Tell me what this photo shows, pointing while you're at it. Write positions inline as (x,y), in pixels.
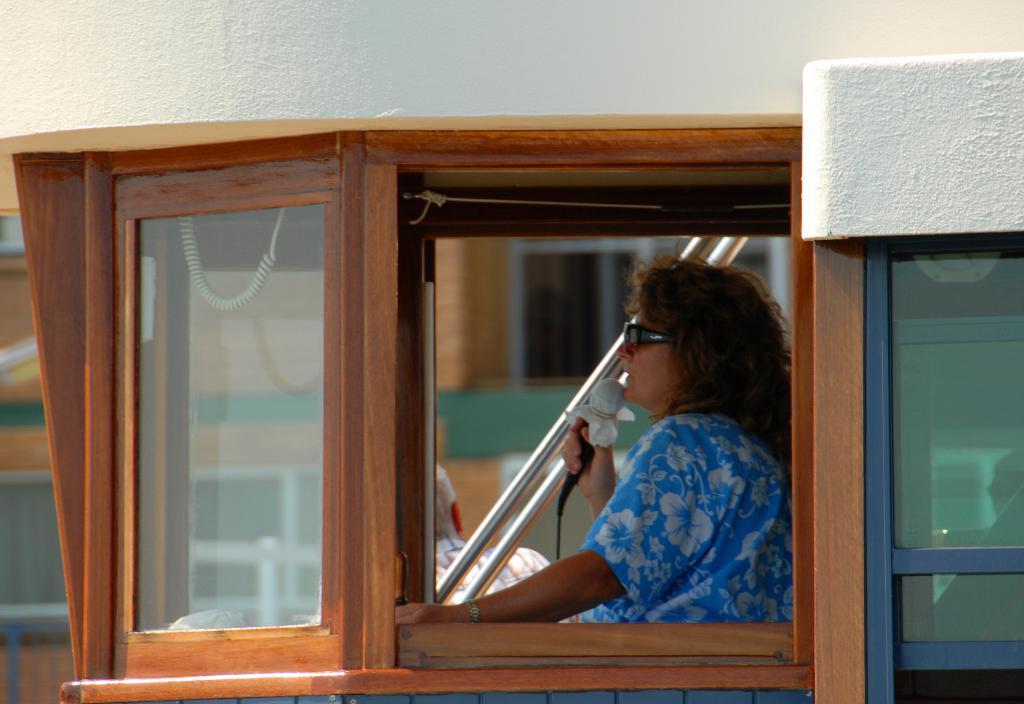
In this image, there are a few people (617,489). Among them, we can see a person (566,561) holding a microphone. We can also see some glass (1010,270) and wood (640,145). We can see some poles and a white object (849,85) on the right (853,157). We can see the wall (891,22).
